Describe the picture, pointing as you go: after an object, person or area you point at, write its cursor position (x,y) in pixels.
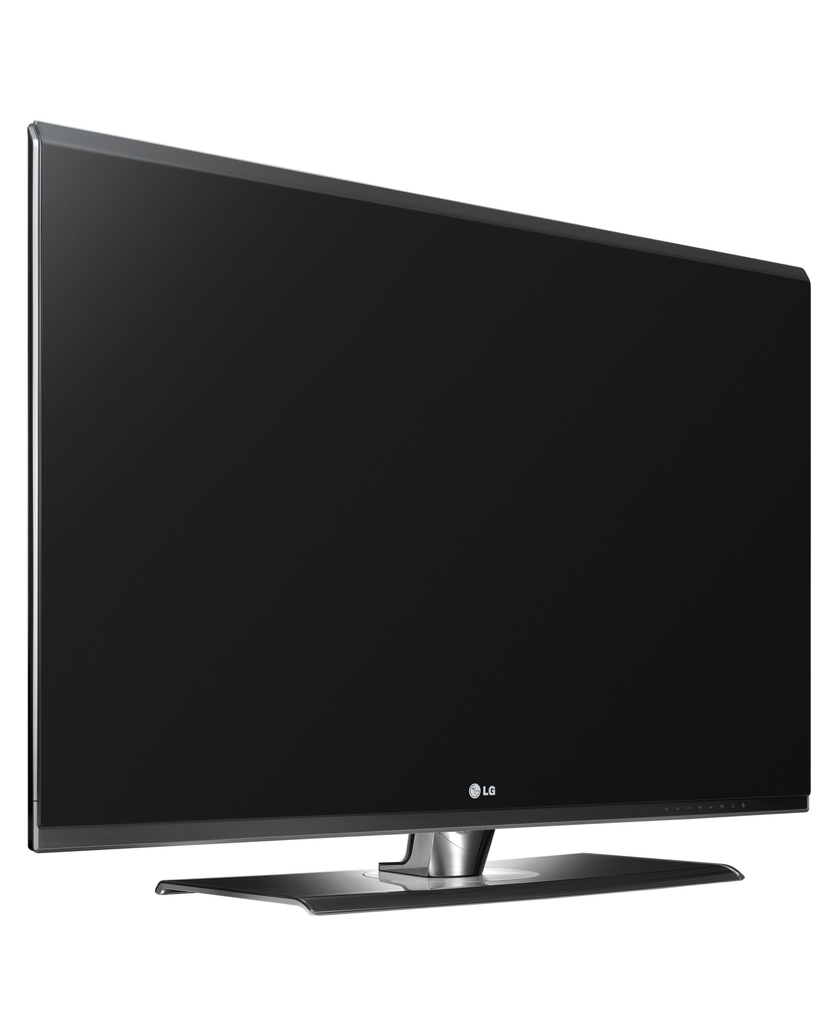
In this picture we can see television (538,877). In the background of the image (458,60) it is white.
